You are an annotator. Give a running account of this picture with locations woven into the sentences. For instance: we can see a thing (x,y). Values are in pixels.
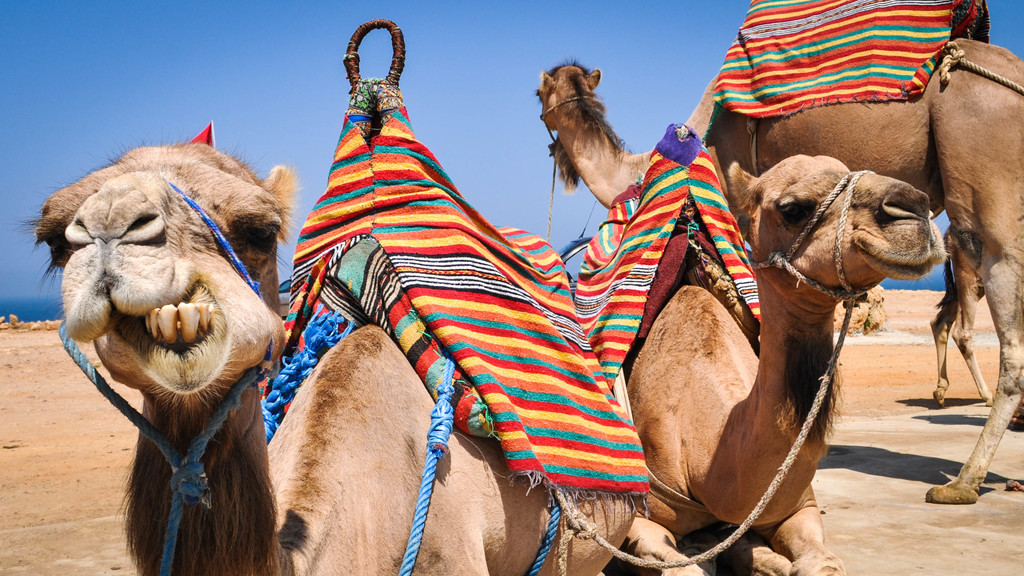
In this image we can see camels (715,422) are sitting and standing on the ground (872,570) and on the camel's (411,379) we can see the clothes (497,307). In the background (86,132) we can see the sky (288,111).
